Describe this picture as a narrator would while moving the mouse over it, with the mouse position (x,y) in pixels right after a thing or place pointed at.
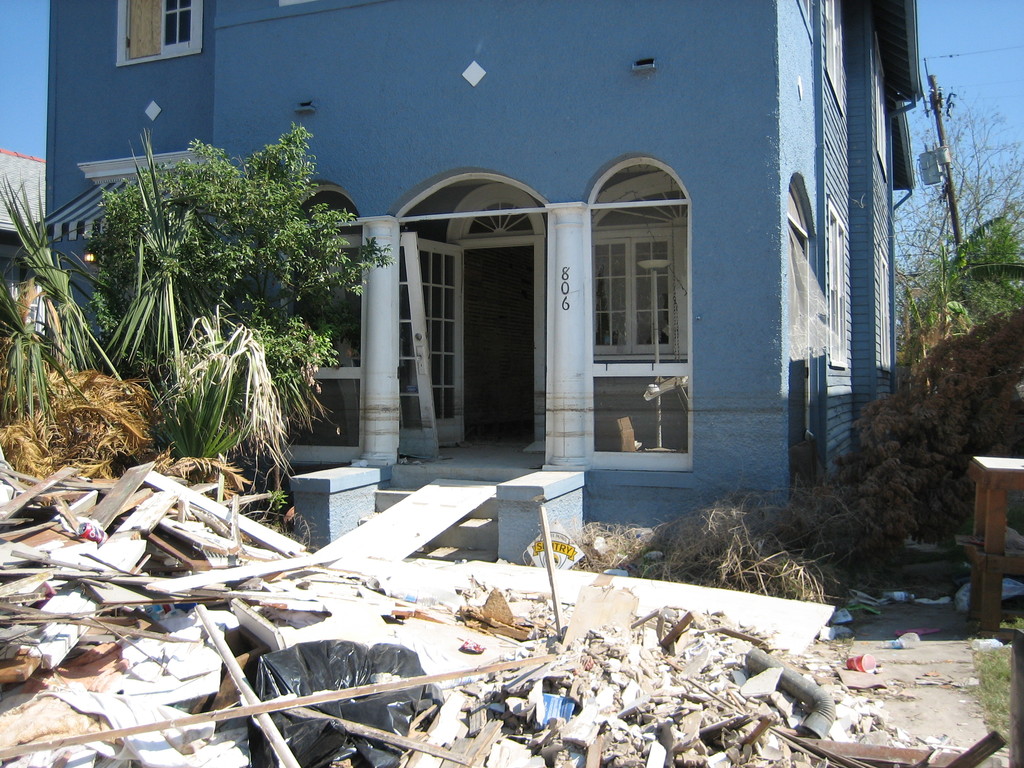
On the left side (142,680), there are wastage (515,581) on the ground (853,635) and there are trees (204,334). On the right side (971,576), there is a wooden object (982,539) and there is wastage (855,720). In the background (849,397), there is a building (745,94) having windows (635,240), there is a pole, there are trees (945,281) and there is blue sky (994,54).
